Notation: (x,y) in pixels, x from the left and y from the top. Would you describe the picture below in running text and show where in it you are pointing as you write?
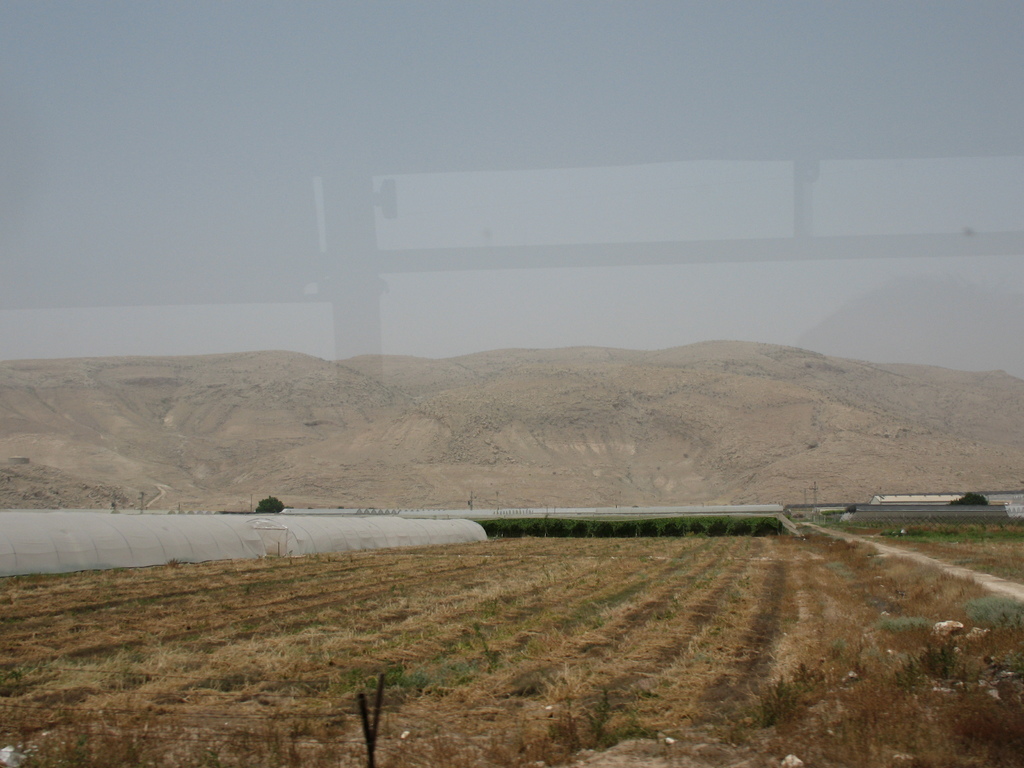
In this picture there is dried grass land (102,589) at the bottom side of the image (77,614) and there are sheds (25,524) on the right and left side of the image (326,519) and there are mountains (543,379) in the center of the image (543,379).
